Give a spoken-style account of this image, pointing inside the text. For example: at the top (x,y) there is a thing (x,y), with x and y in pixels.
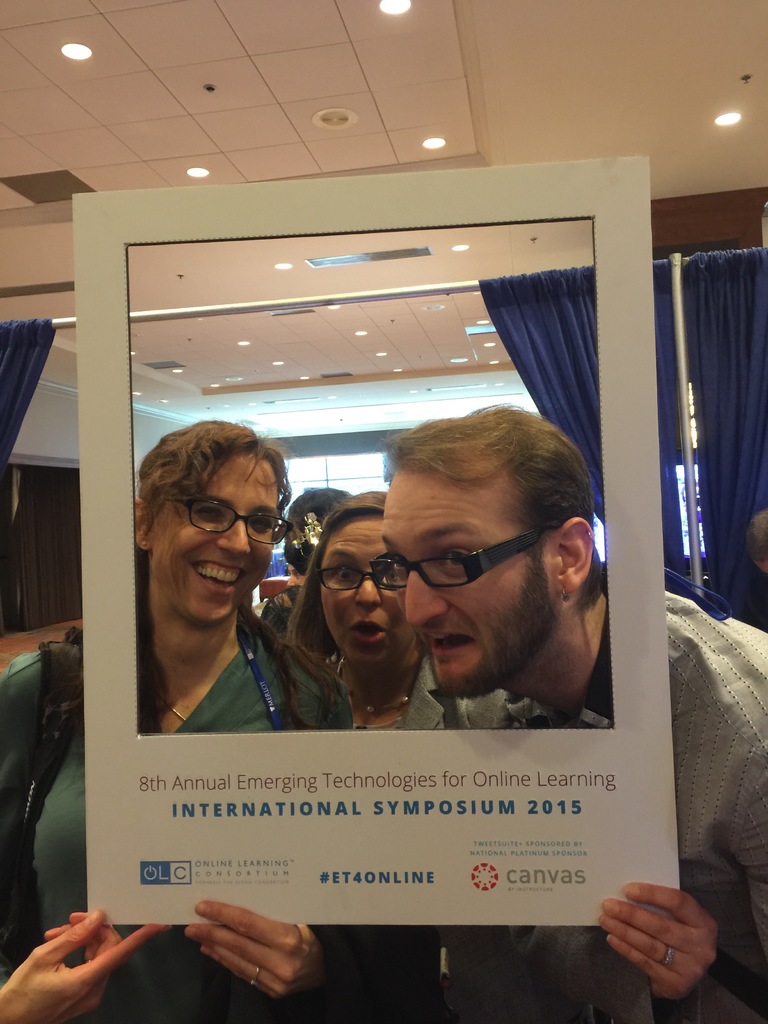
In this image there a few people (192,655) standing and they are smiling. They are holding a board (137,225) and there is text (309,804) on the board (251,817). There are lights (87,50) to the ceiling (432,88). There are curtains (568,319) to a rod (350,293). In the background (360,453) there are glass windows (347,460) to the wall (348,450).
